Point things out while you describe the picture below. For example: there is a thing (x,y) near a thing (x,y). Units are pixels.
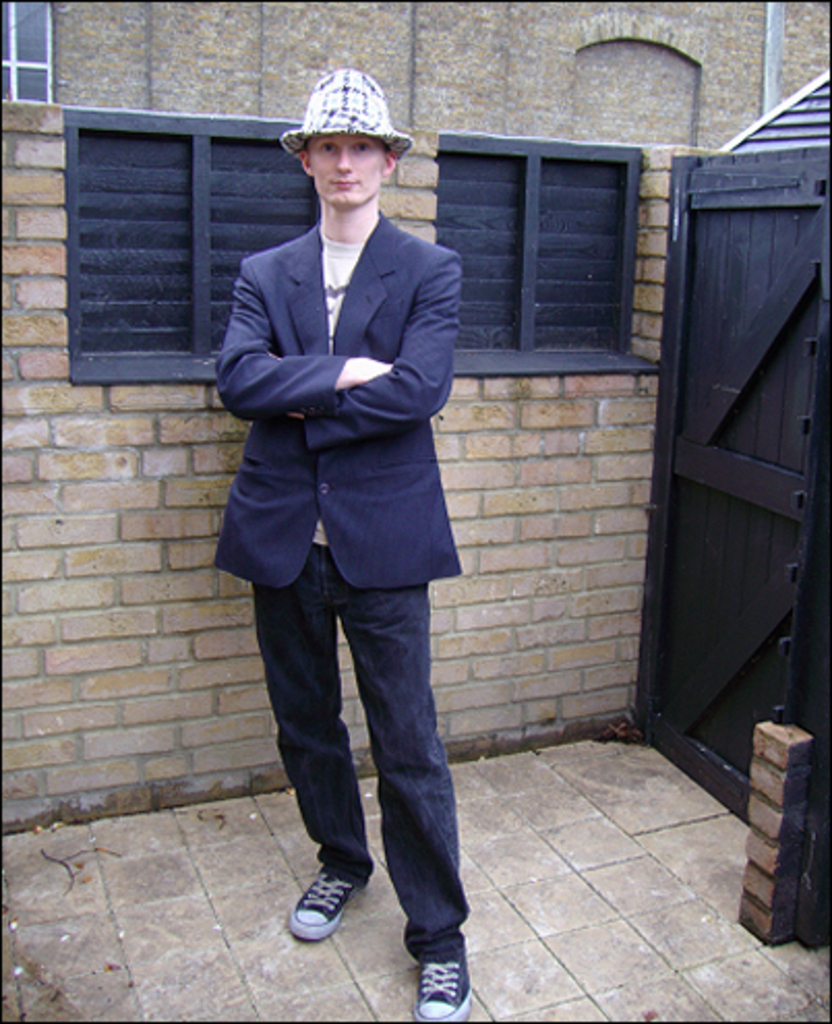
There is a person (353,419) in a suit (431,373), wearing a cap (368,91) and standing on the floor (502,921) near wall (115,646), which is having windows (496,215). On the right side (751,660), there is a door (815,307). In the background (801,51), there is a building (345,38) which is having glass window (35,36).
